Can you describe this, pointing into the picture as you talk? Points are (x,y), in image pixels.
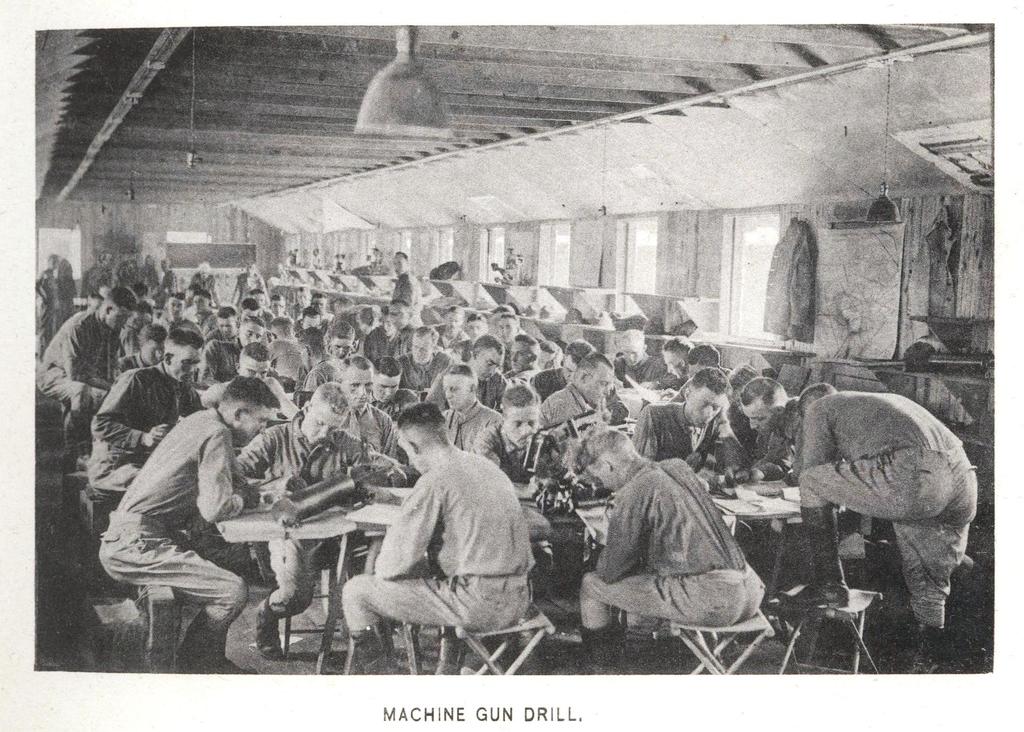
This picture seems to be a black and white image. In the foreground (536,506) we can see the group of persons (371,438) sitting on the stools (160,600) and we can see there are some objects (559,507) placed on the top of the tables (373,495) and a person (906,452) standing on the floor (837,631) with his one leg (838,587) on the stool (823,604). At the top (518,126) there is a roof (211,162) and a lamp (399,71) hanging on the roof (350,48). In the background (832,248) we can see the wall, windows (728,255) and many other objects (303,288) and group of persons (66,272). At the bottom (433,719) we can see the text (509,713) on the image.
